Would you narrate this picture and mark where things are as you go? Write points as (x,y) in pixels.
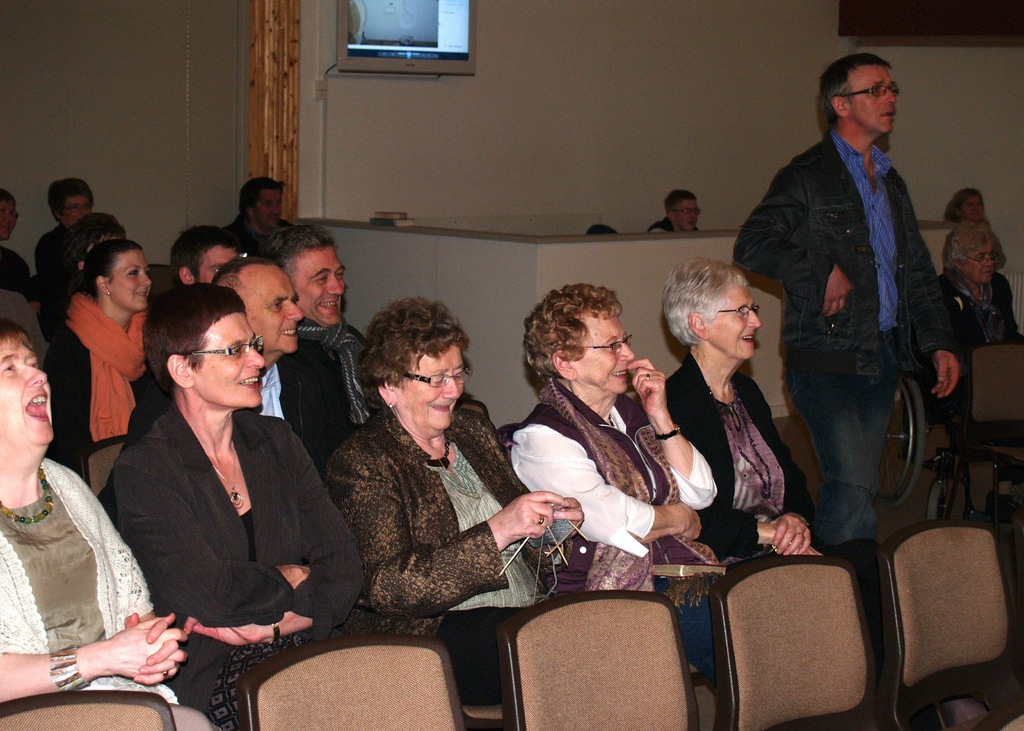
In this image we can see few persons (332,510) are sitting on the chairs (324,646) and among them a person (355,632) is holding an object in her hands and a man (853,384) is standing. In the background (338,85) we can see a TV (402,22) on a stand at the wall (645,181) and an object (876,33). There are objects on a platform (343,239).
